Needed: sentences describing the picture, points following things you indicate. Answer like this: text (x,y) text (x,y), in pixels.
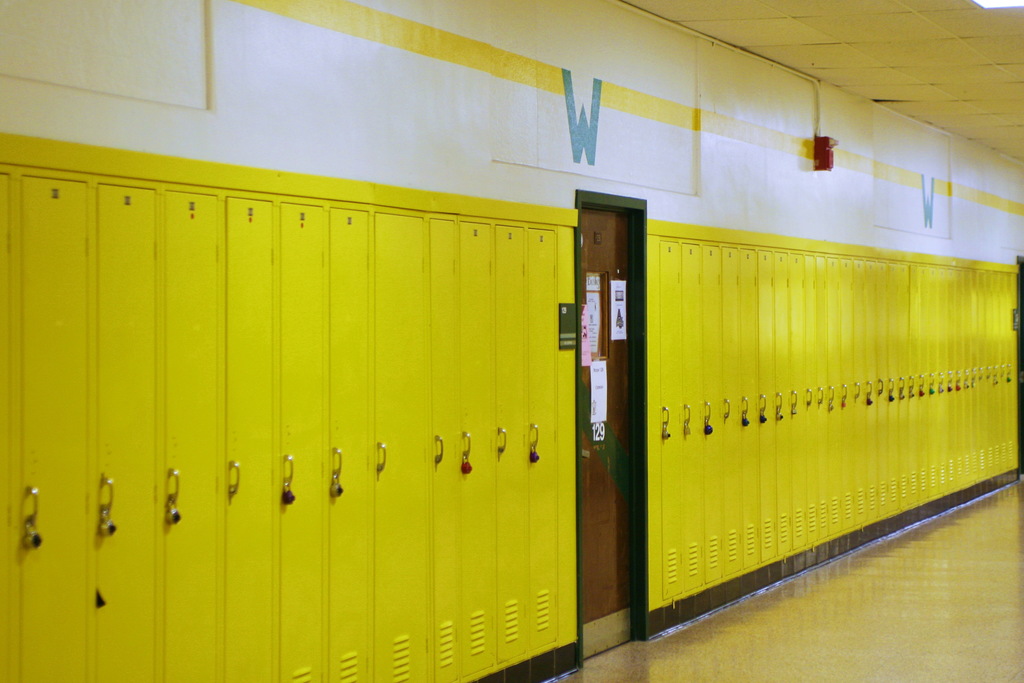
In this image, we can see the wall (813,176) with some locks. We can also see a door (609,359) and some posters (600,390). We can also see an object (821,148) attached to the wall (788,149). We can see the ground (974,568) and the roof (839,71).
